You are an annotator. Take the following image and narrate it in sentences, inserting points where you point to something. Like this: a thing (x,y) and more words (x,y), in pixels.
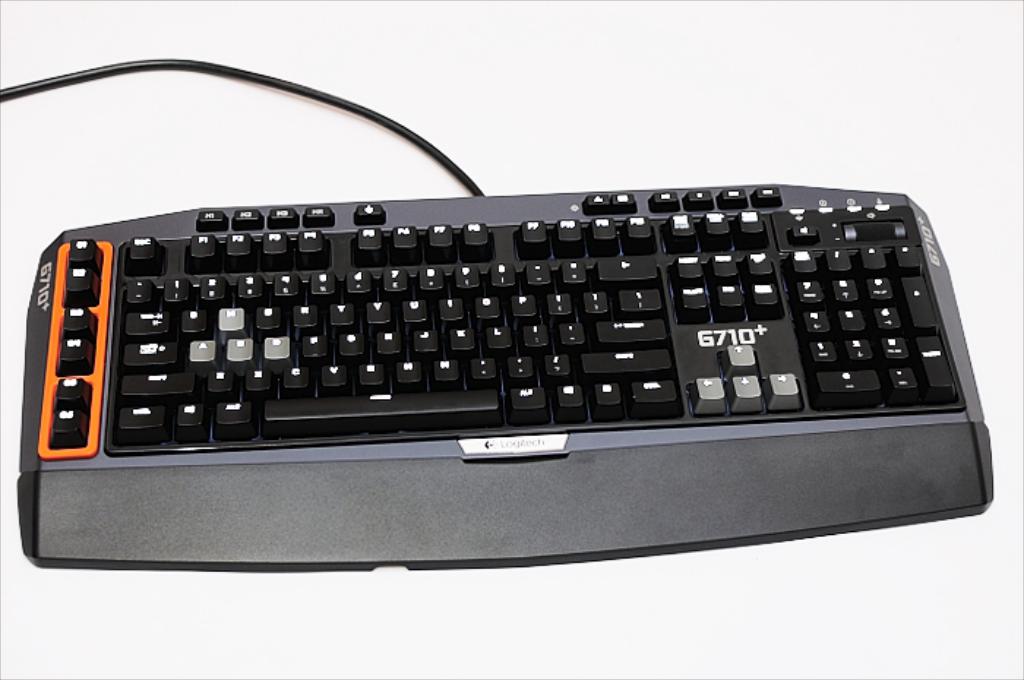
In this image, we can see the keyboard (545,410) and wire (335,102) are on the white surface (309,117). Here we can see an orange color.
